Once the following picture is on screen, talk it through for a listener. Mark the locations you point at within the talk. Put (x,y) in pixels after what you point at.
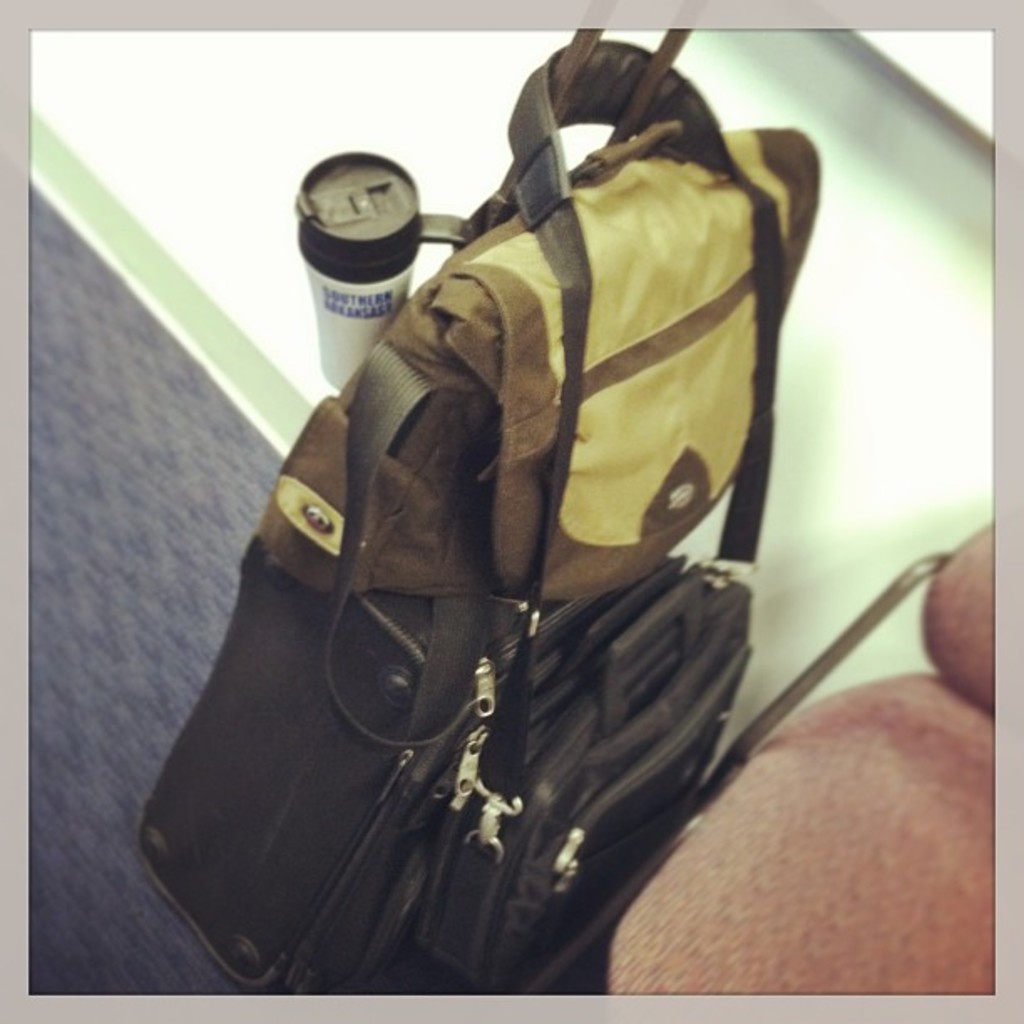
In this image I can see a bag (358,930) of black color and also I can see a cup (305,193).
